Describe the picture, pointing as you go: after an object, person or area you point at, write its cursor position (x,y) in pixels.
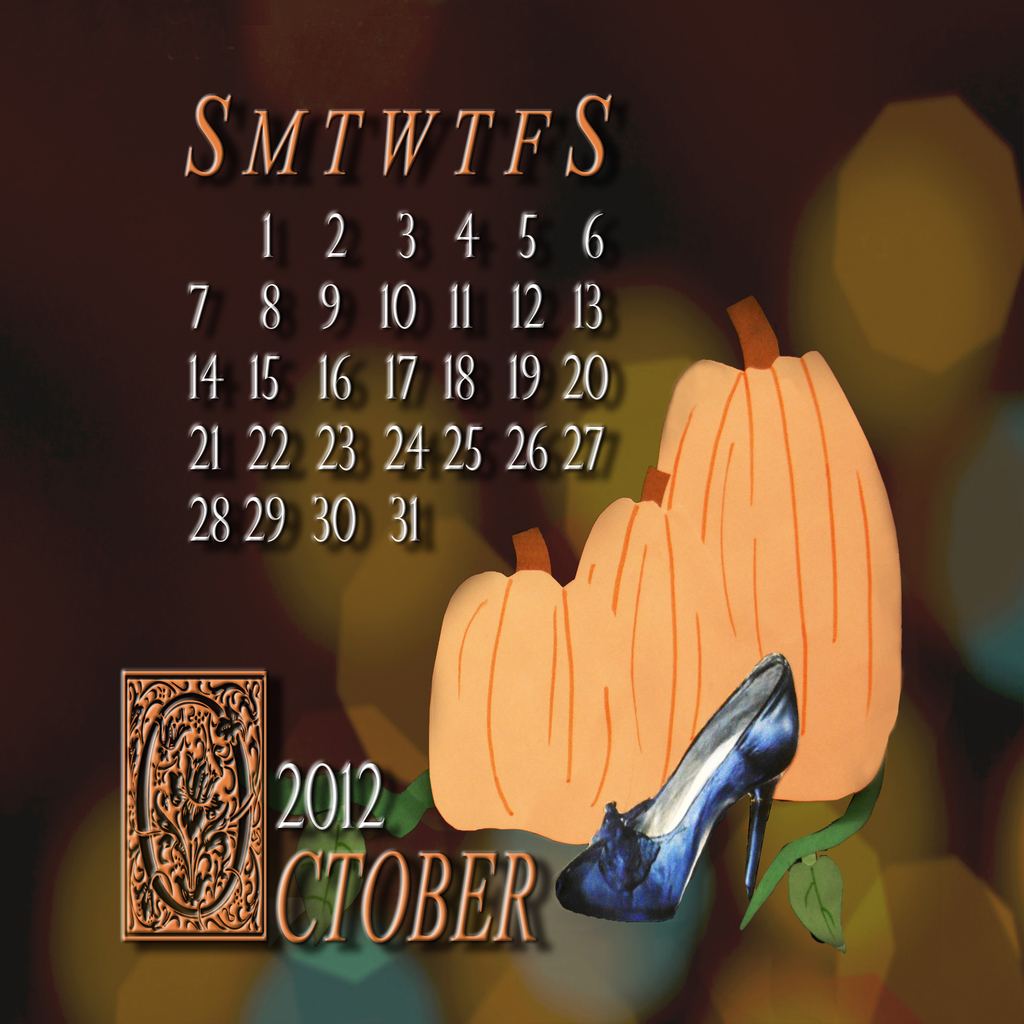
This is a calendar (362,169). In this picture we can see the text (464,228) and painting (615,620) of fruits (522,807), shoe (701,837) and a logo (129,833). In the background (23,624) the image is blur.
